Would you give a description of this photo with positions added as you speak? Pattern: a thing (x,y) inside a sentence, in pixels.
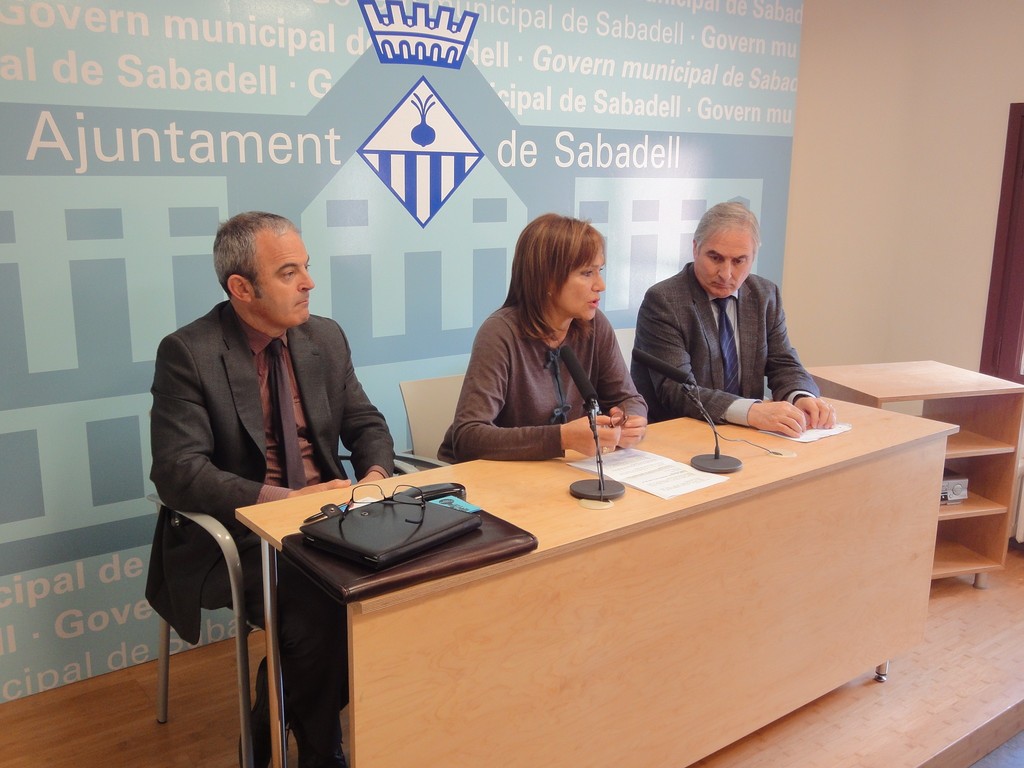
in the picture there are two man (660,401) and one woman (608,397) are sitting on chair (410,465) with the table (474,473) in front of them, the woman (470,459) is talking in the micro phone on the table (636,536) there are many items (476,510).
